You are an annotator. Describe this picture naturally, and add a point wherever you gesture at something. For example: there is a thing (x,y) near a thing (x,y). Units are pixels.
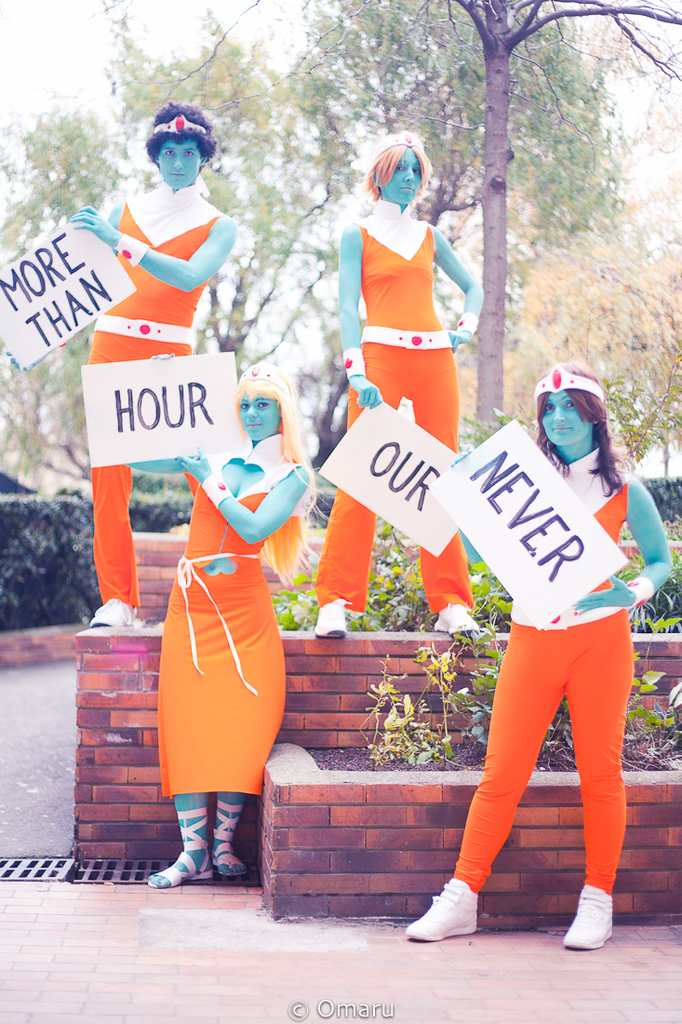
In this picture we can see a group of people (434,590) standing, they are holding posters (39,301) and in the background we can see trees (237,319), sky (268,337).
